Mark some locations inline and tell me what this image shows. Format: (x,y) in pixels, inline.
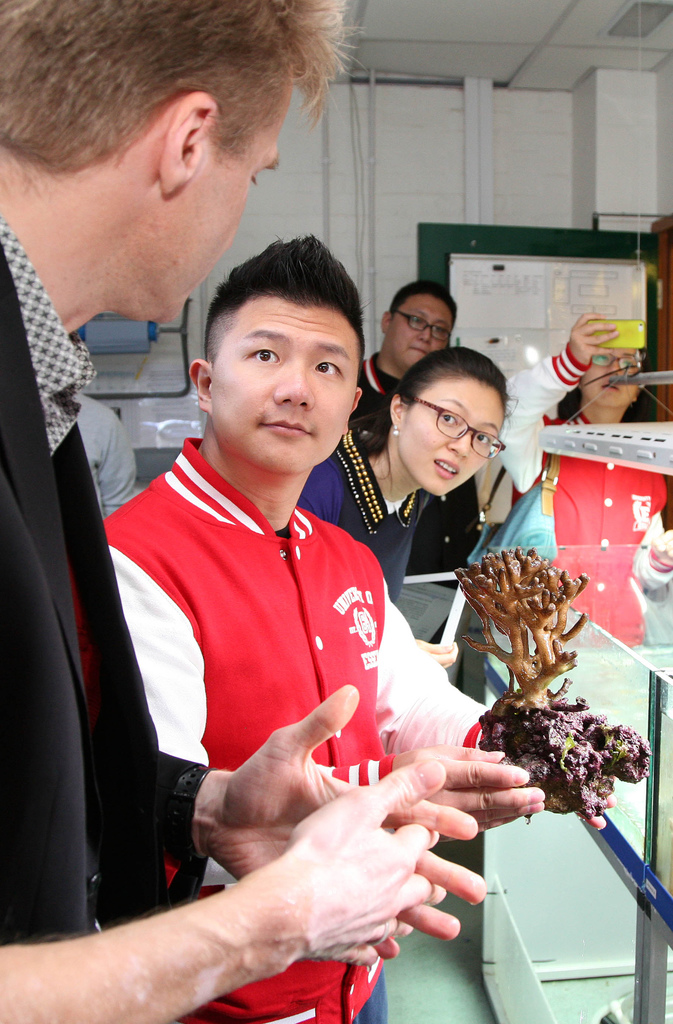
In this image I can see a couple of people (356,582) among them one person (89,182) standing on the left hand side (166,238) is facing towards the back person (262,689) beside him is holding a specimen (546,773). I can see a glass chamber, a wall (469,163) behind them with some papers (159,401) and some objects (166,459). I can see a board (512,294) with some text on the right hand side (616,278). I can see a false ceiling (602,33).
